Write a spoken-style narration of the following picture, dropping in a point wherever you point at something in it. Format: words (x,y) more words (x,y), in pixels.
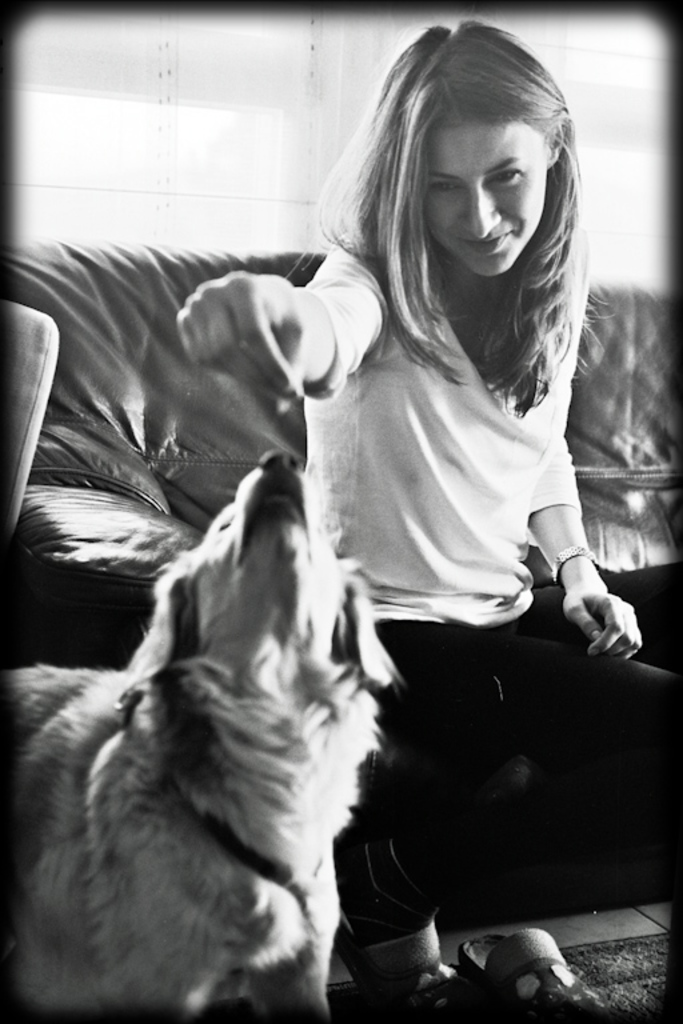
It is a black and white image. In this image, we can see a woman (497,625) is sitting on a couch (592,344) and smiling. She is holding an object (288,400). On the left side (150,851) bottom, there is a dog (164,889).
